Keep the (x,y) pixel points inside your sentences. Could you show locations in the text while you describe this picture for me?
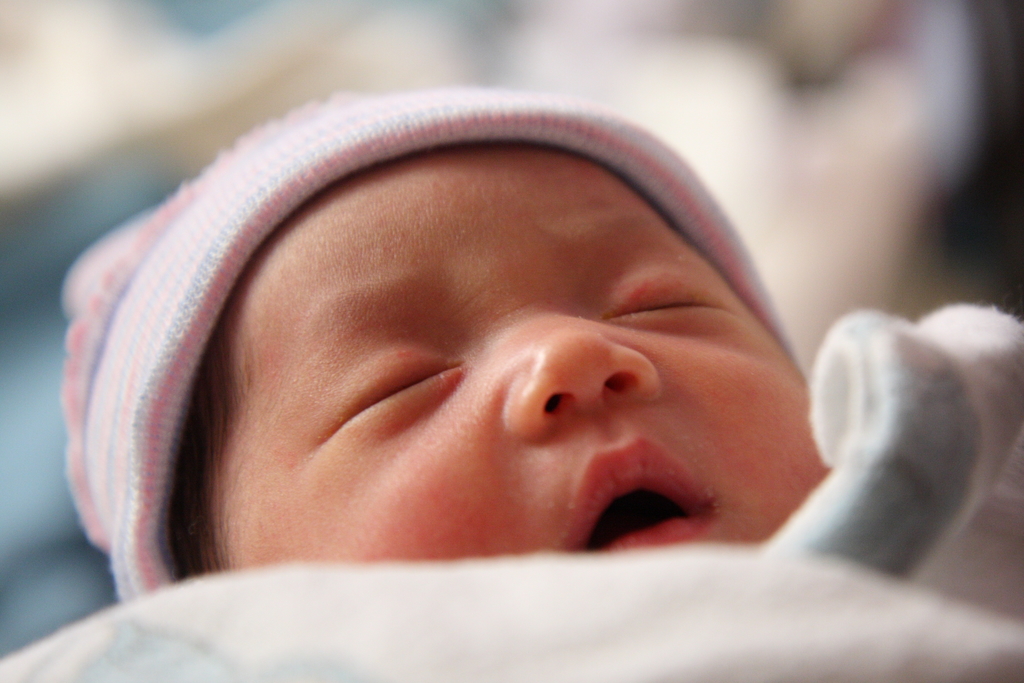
As we can see in the image there is a child (472,404) sleeping in the front (323,268) and the background (125,189) is blurred.
